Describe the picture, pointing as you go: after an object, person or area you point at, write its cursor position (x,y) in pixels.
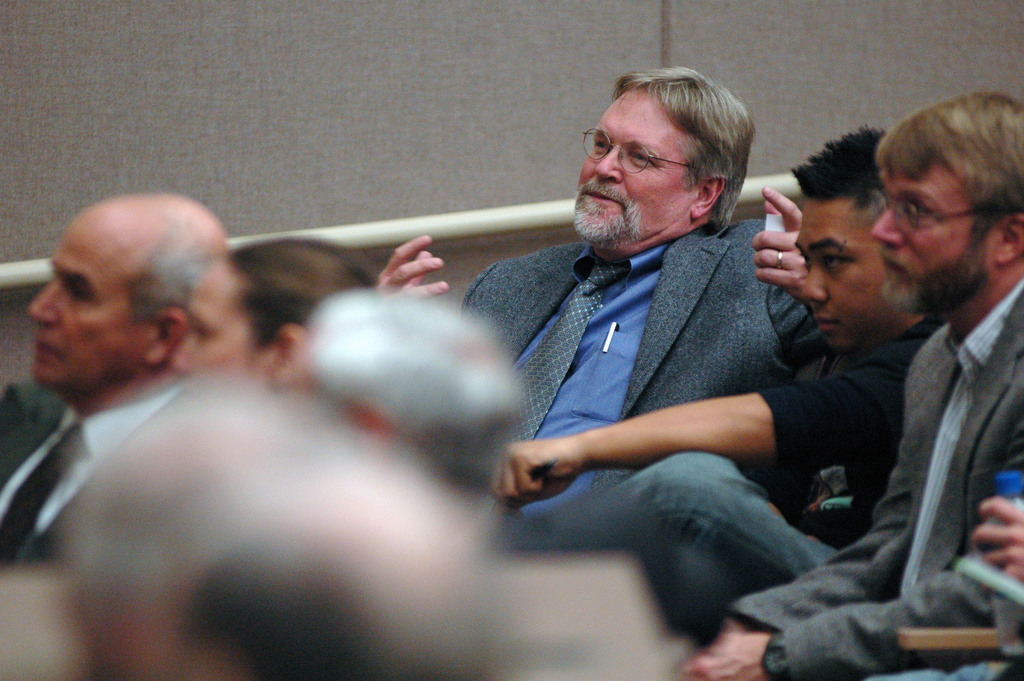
In the foreground of this picture (395,302) we can see the group of people (598,344) sitting. In the right corner (1021,509) we can see the hand (1010,538) of a person (1015,563) holding the bottle (1022,504). In the background (372,82) we can see the metal rod (450,222) and an object (433,37) which seems to be the wall (243,51).
